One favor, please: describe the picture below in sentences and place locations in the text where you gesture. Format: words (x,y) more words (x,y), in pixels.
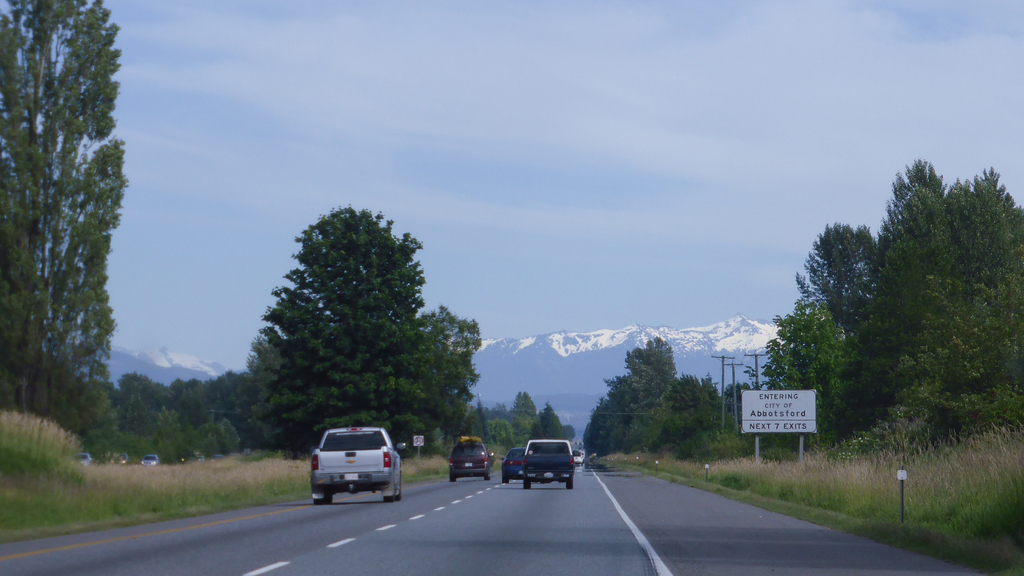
In this picture there are few vehicles (542,474) on the road (512,494) and there are few trees (779,375) on either sides of it and there are mountains (579,334) covered with snow (567,354) in the background (586,356).
